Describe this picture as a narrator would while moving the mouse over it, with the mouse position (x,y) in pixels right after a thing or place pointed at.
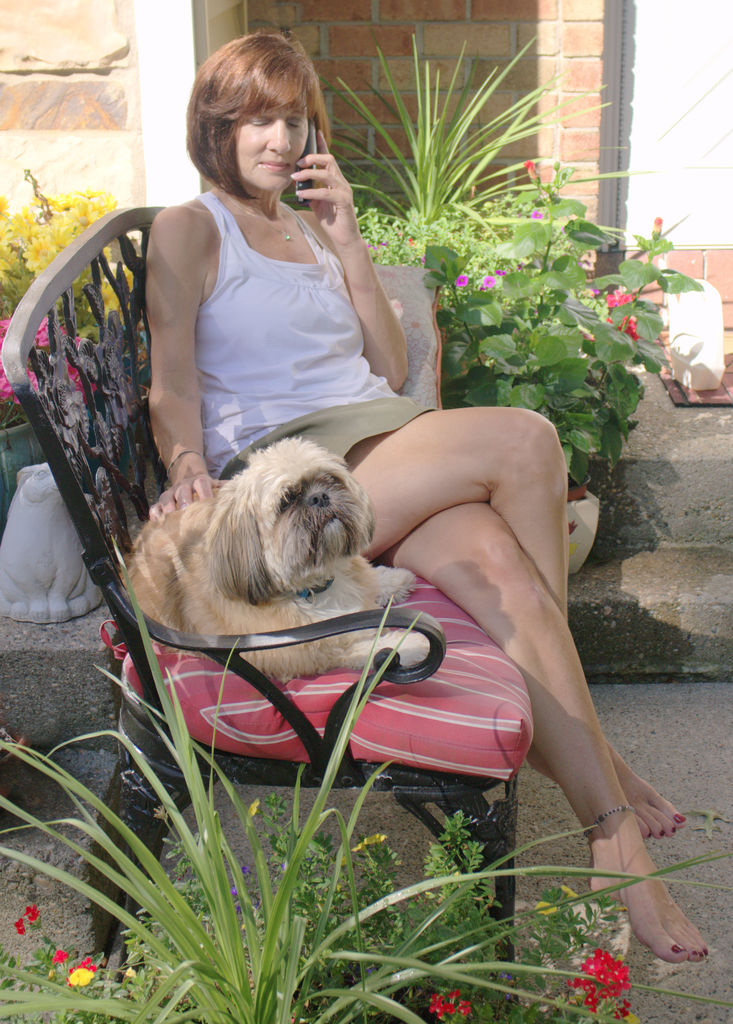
This image is taken in outdoors. In the middle of the image (403,535) a woman (613,791) is sitting on the chair (185,681) and there is a dog (350,568) on the chair (433,603). In the bottom of the image (298,919) there is a plant (368,930) with flowers (438,996). In the right side of the image (686,829) there is a floor (717,843). In the background (16,232) there are few plants (15,222) and a wall (117,121).
